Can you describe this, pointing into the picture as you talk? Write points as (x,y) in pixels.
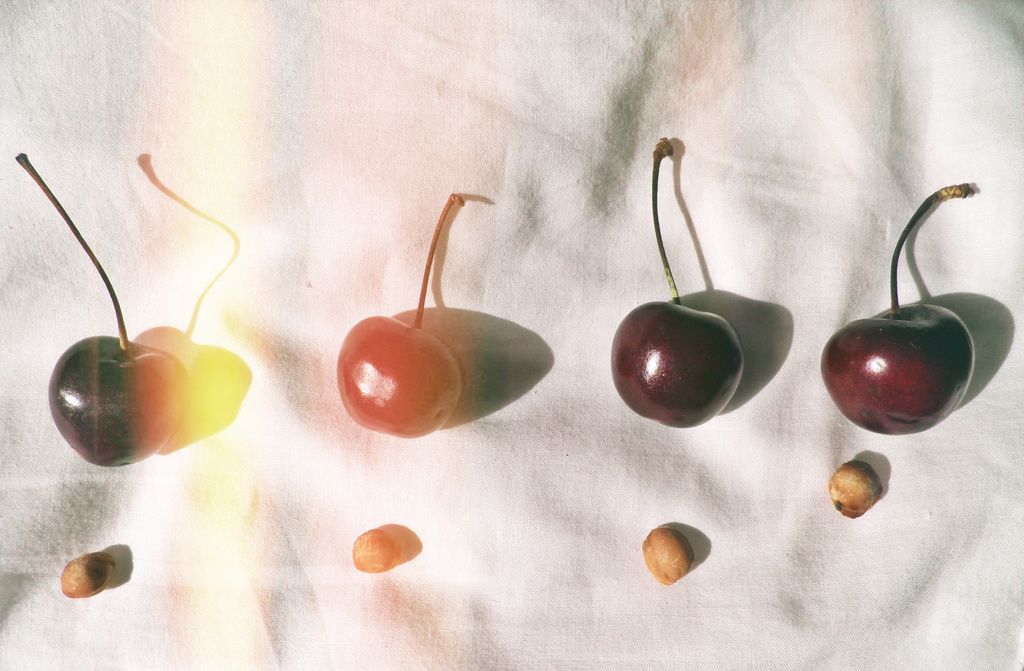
In this image in the center (670,390) there are some fruits (957,348), and in the background (683,461) there is a cloth (464,548).
